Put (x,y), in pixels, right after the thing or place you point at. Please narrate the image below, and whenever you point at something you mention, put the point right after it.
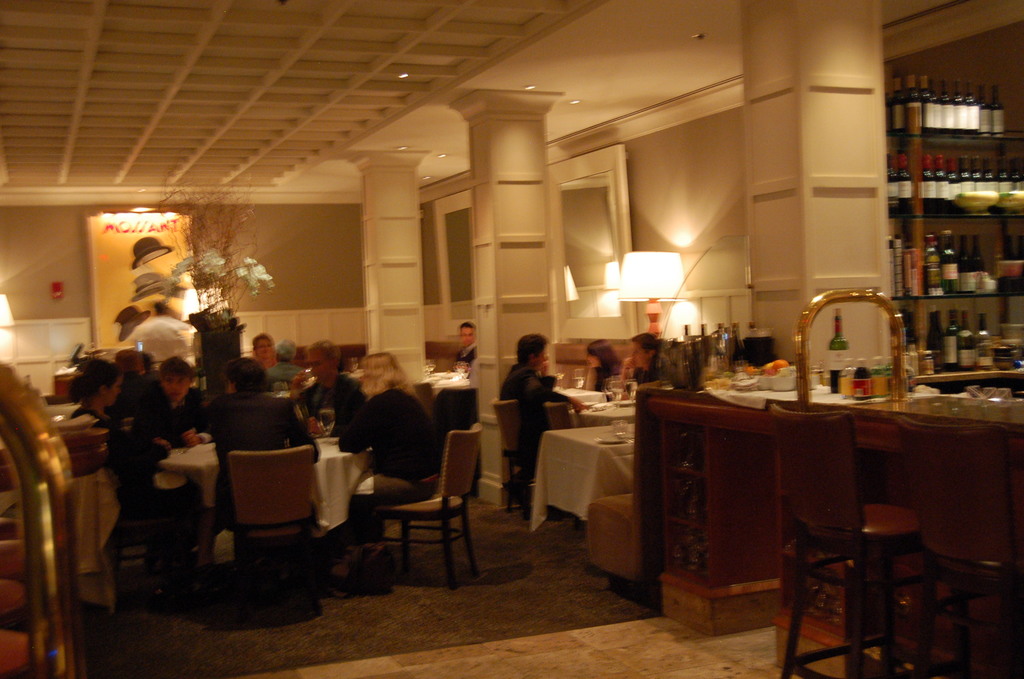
There are people (325,363) sitting together around a table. On the right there is a light (668,294) and wine bottles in a rack (919,298).
